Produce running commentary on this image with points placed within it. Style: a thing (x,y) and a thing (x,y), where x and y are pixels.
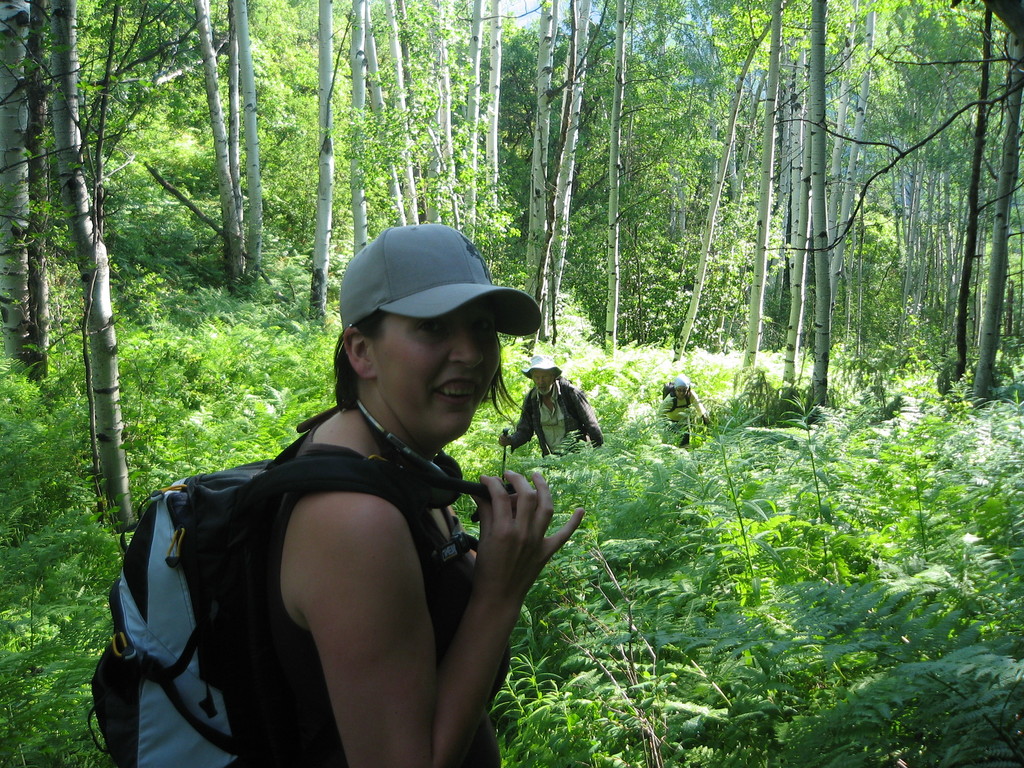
In this image we can see a woman (460,313) and she wore a bag (446,510). Here we can see plants (589,752), trees (463,197), and people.
